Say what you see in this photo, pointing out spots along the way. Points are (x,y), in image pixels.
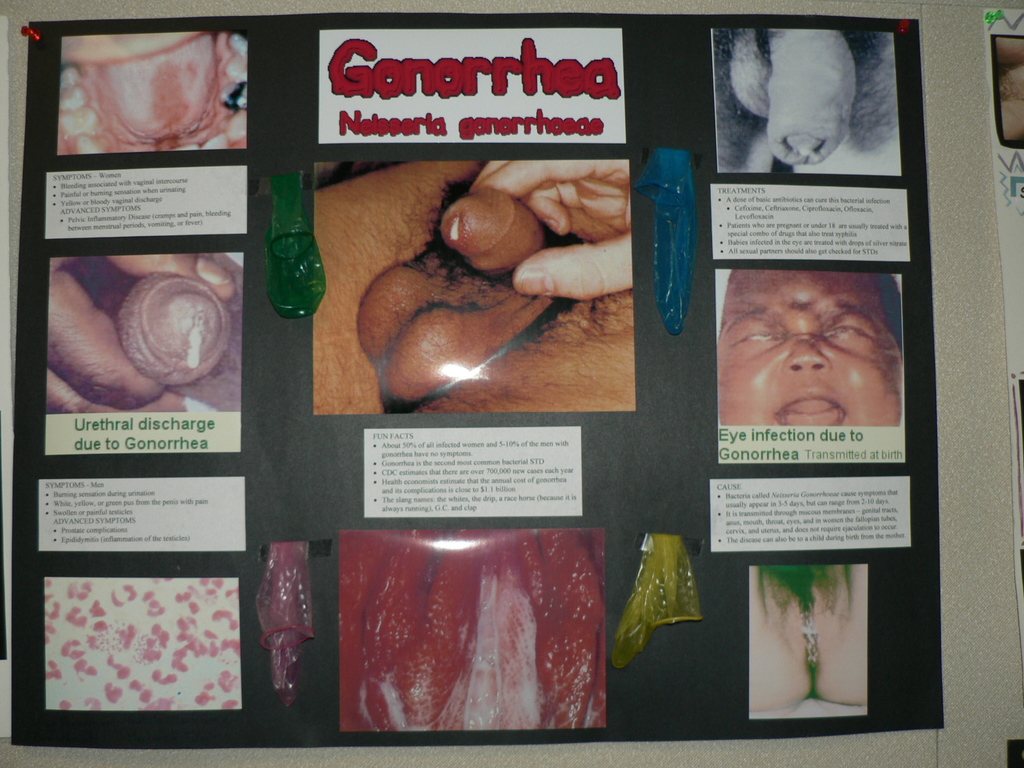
In this image I can see few papers (201,271) attached to the black color surface (738,594) and I can see something written on the image. I can also see the baby face (780,356) and few body parts (493,382).
